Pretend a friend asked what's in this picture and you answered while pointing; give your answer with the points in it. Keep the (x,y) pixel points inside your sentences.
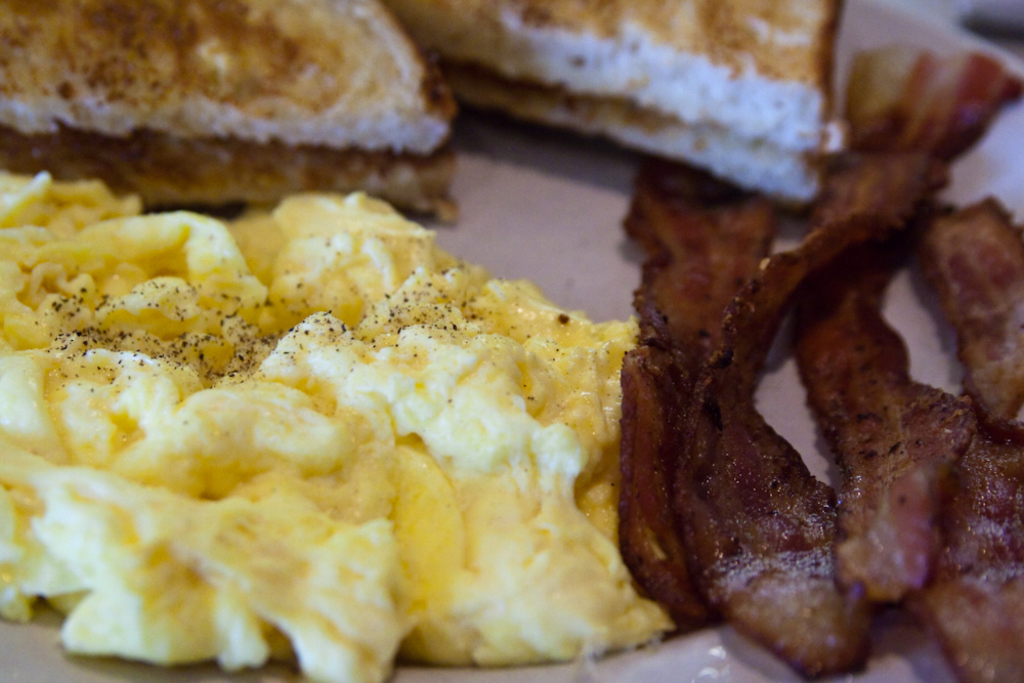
In this image I can see different types of food (590,427). I can also see colour of these food (342,456) are yellow, brown and white.
